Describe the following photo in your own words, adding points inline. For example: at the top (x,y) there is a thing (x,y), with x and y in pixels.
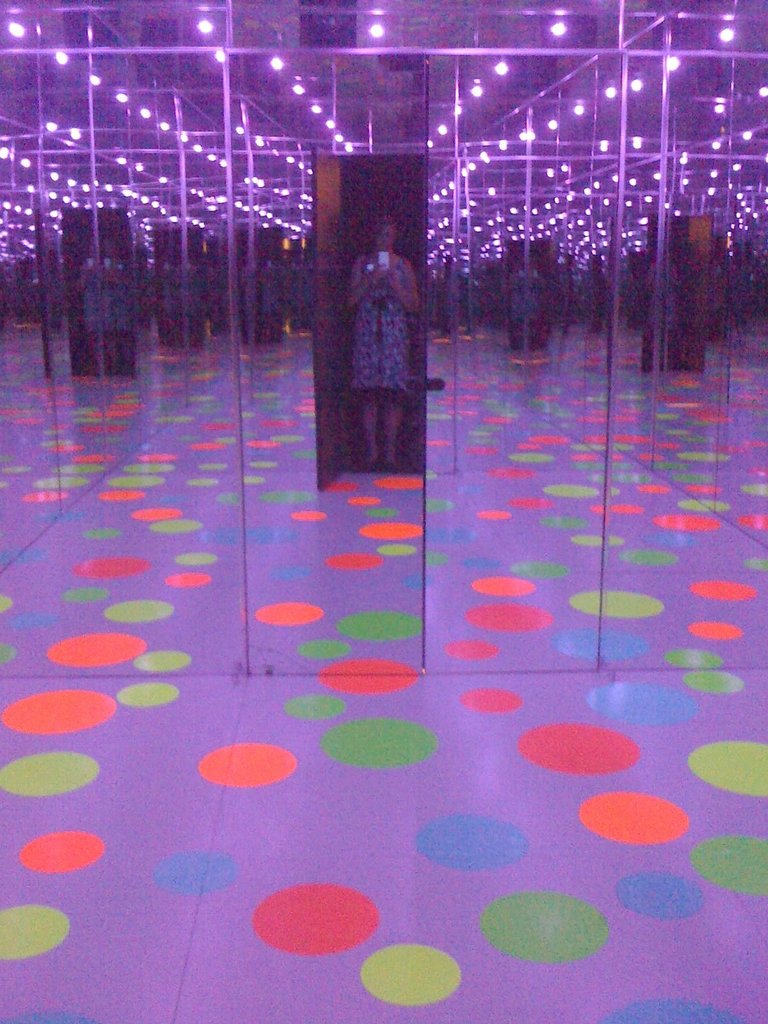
In the image we can see there is a person (366,309) standing and she is holding mobile phone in her hand (385,273). There are colorful polka dots (385,723) on the ground (446,856) and there are mirrors (638,580).
